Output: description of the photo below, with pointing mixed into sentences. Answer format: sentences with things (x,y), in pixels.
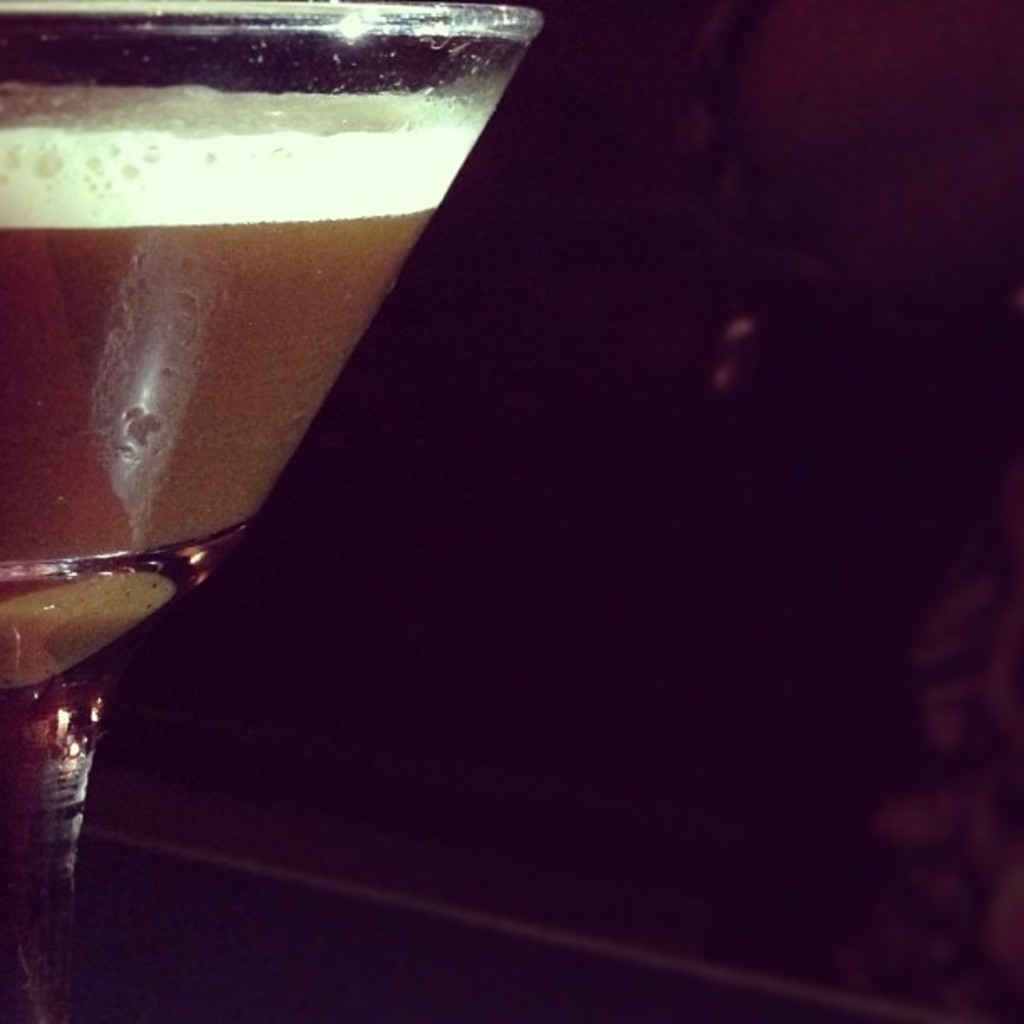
In this image in the foreground (130,144) there is one glass (112,187) and in the glass (201,284) there is some drink (181,361), and the background (854,300) is black in color.
